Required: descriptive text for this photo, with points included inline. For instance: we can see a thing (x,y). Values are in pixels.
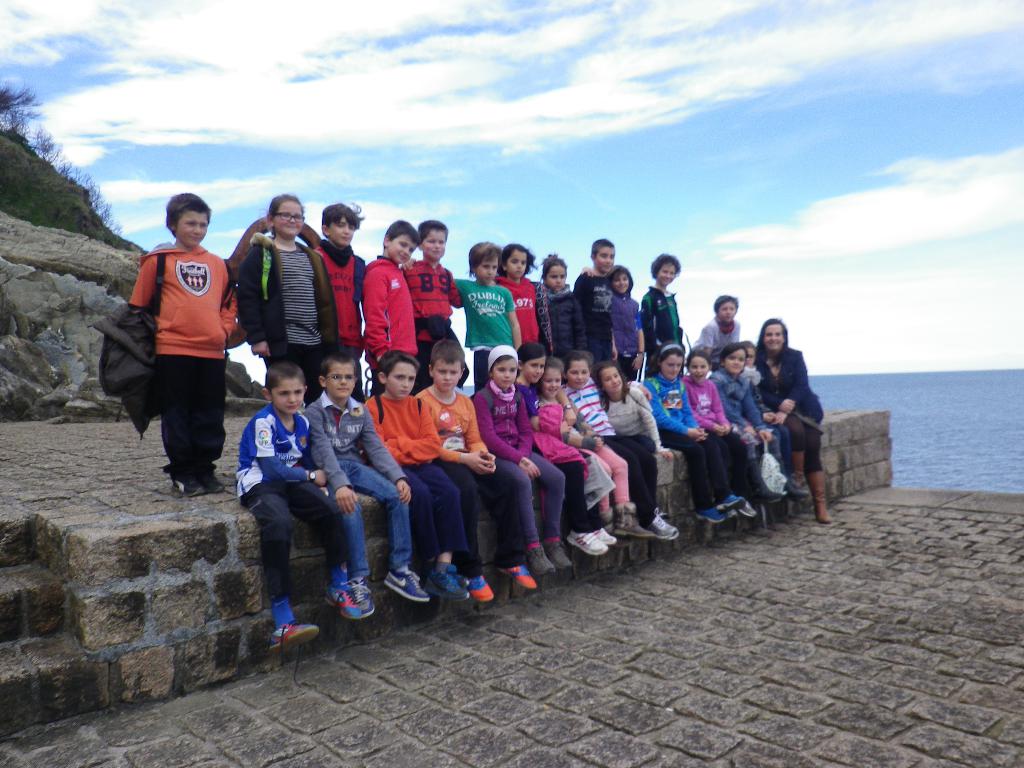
In this image we can see a brick wall (187,536). There are children (516,431) sitting on that. Also there are few children (301,270) standing. And there is a lady (785,393). In the back (57,288) we can see rocks (45,301). Also there are trees (64,167). Also there is water (976,395) and sky (687,148) with clouds (876,324).
